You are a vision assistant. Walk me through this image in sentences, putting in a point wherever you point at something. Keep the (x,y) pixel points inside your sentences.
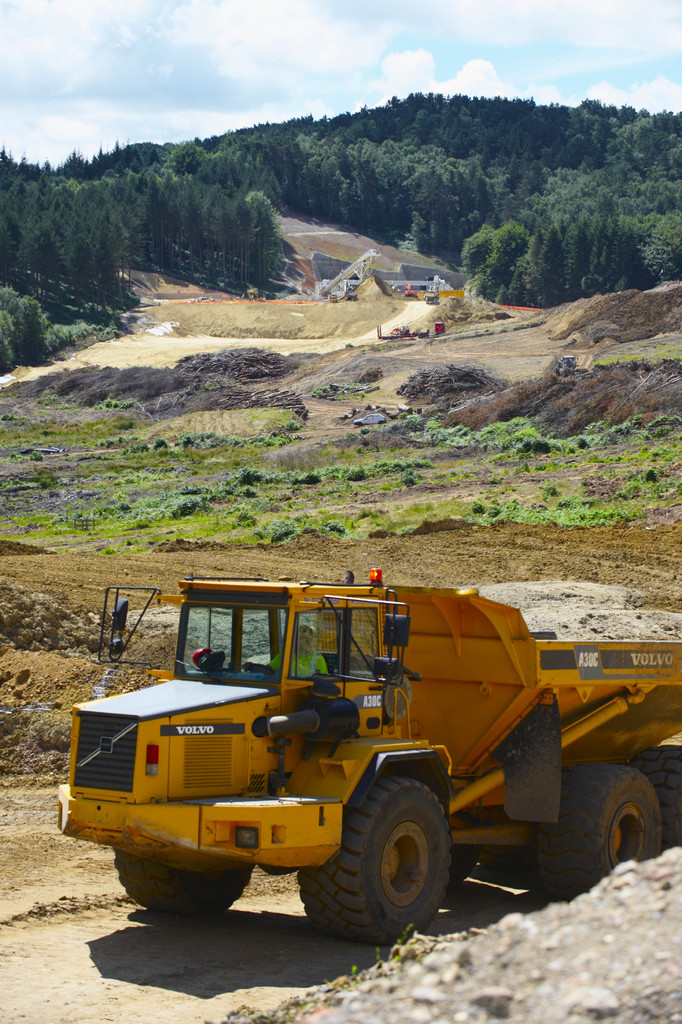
At the bottom of the image (108,810) there is a truck (276,642). In the background of the image (279,240) there are trees (240,246), sky (59,62). In the center of the image (449,494) there is grass (313,476).
